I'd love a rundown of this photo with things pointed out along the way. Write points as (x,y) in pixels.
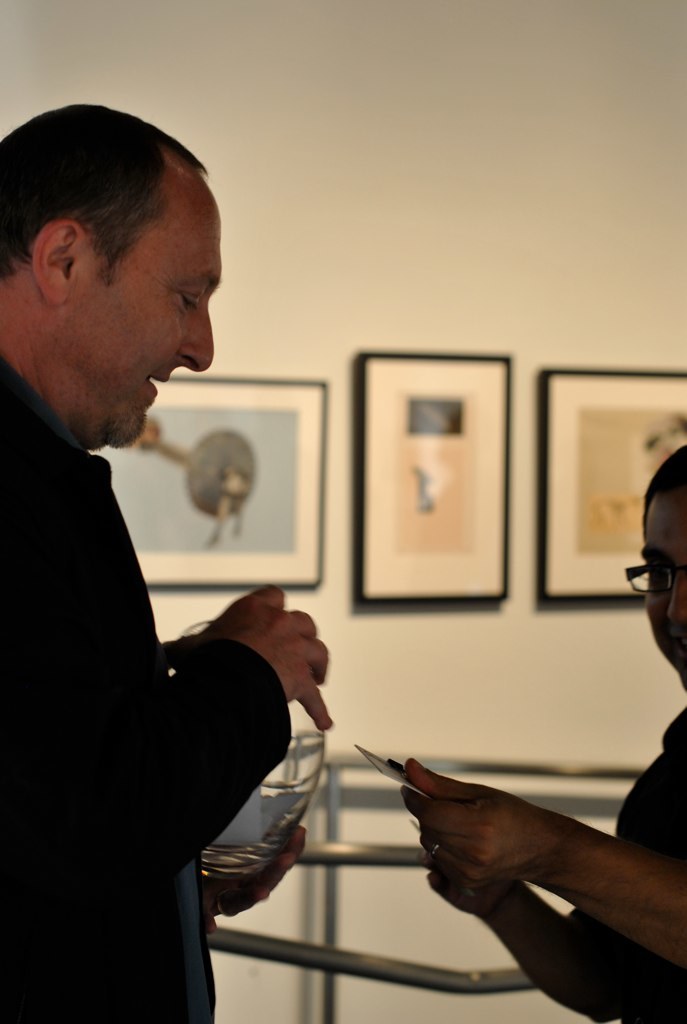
In this image there are two persons (438,834) standing opposite to each other and there are holding an object (295,808) in their hands (460,808). In the background (444,375) there are frames (366,595) hanging on the wall (502,629) and there is a railing (411,978).
